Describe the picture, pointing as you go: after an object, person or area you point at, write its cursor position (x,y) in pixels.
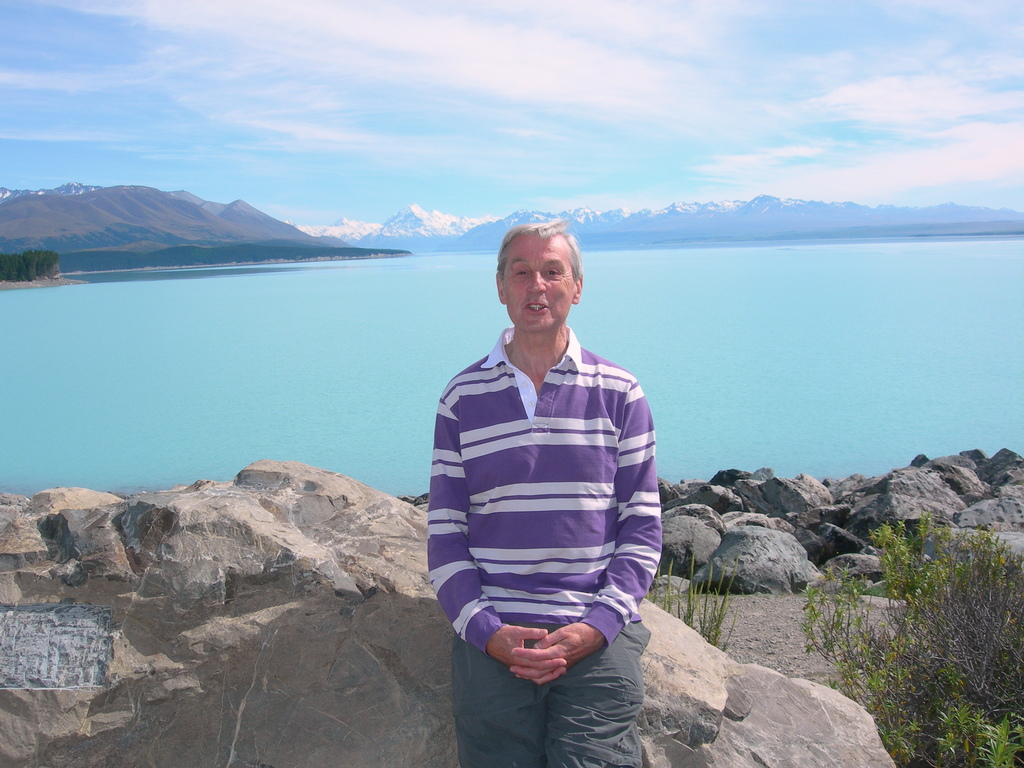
This is an outside view. Here I can see a man (594,525) wearing t-shirt (493,485) and looking at the picture. It seems like this man (537,357) is speaking. At the back of him there are few rocks (738,673). On the right side (937,639) there are few plants (911,628). In the middle of the image (657,326) there is a sea (279,393). In the background (695,208) there are few mountains (194,201). At the top of the image (314,85), I can see the sky (301,72) and clouds (493,68).
